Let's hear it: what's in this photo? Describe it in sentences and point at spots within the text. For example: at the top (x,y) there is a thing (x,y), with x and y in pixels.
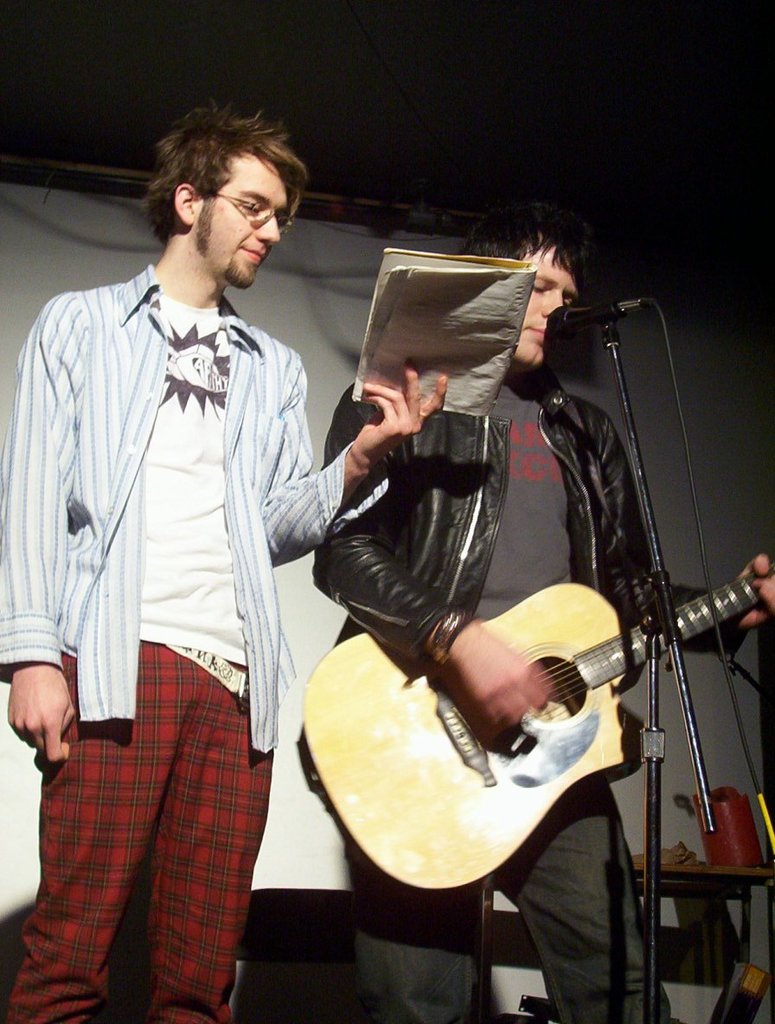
In this picture we can see a person (202,323) standing and holding a book (388,360) in his hand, and at beside a man (511,390) is standing and playing a guitar (580,614), and in front (617,322) there is microphone (605,319) and here is the wall (685,486) at back (709,361), and a table (684,882) on the floor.
